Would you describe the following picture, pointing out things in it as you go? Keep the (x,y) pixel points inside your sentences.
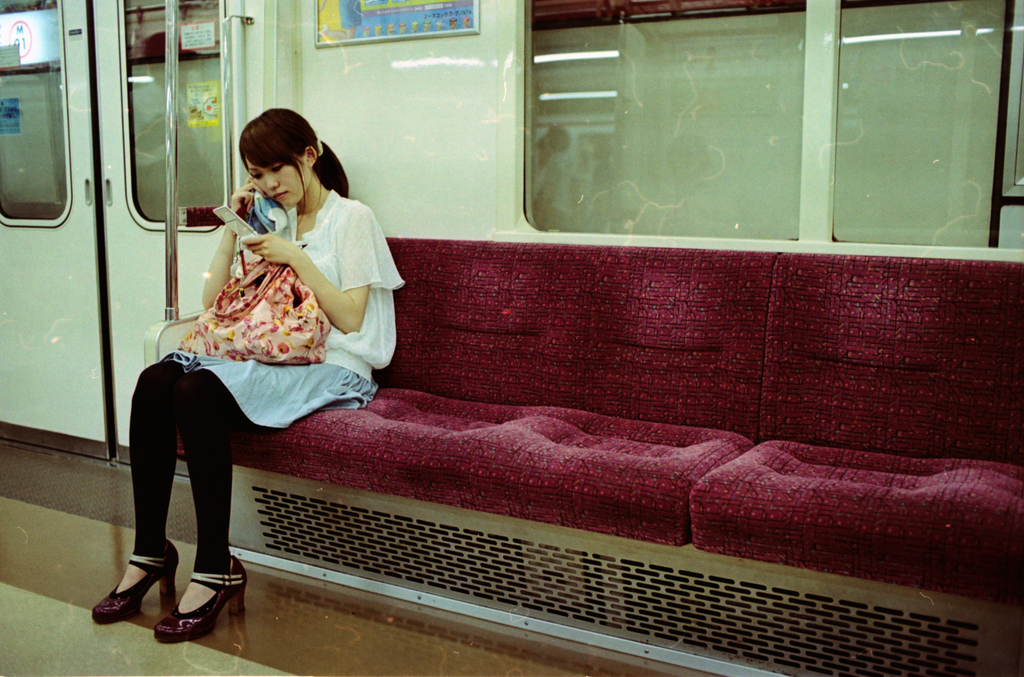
This is a picture of the inside view of a train (164,320). The woman (253,382) is sitting on a sofa (470,366). The women (336,241) is in white dress (357,261) holding a mobile (239,225) and looking into the mobile (230,216). Background of the women (312,260) is a white color and windows (645,130) is in glass (640,135) and left side of the women (264,254) there is a door (96,206).
